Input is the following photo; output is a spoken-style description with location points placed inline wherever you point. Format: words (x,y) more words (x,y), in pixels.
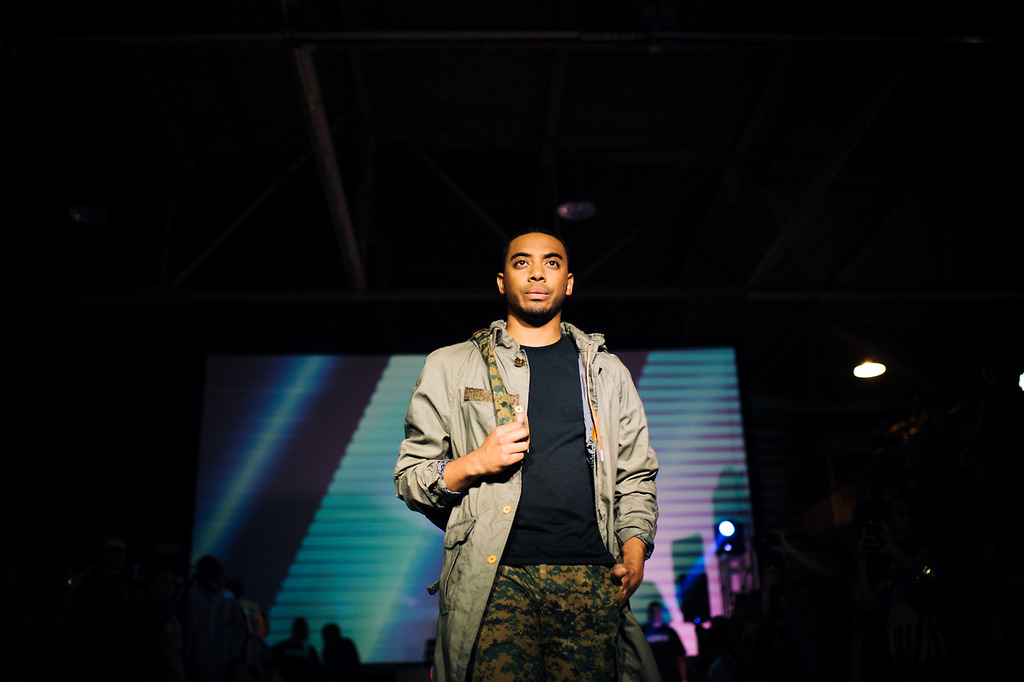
In this image I can see a person (538,615) visible in the foreground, in the background (249,410) I can see lights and screen (291,463) and some persons (153,581) and background (871,416) is very dark.
